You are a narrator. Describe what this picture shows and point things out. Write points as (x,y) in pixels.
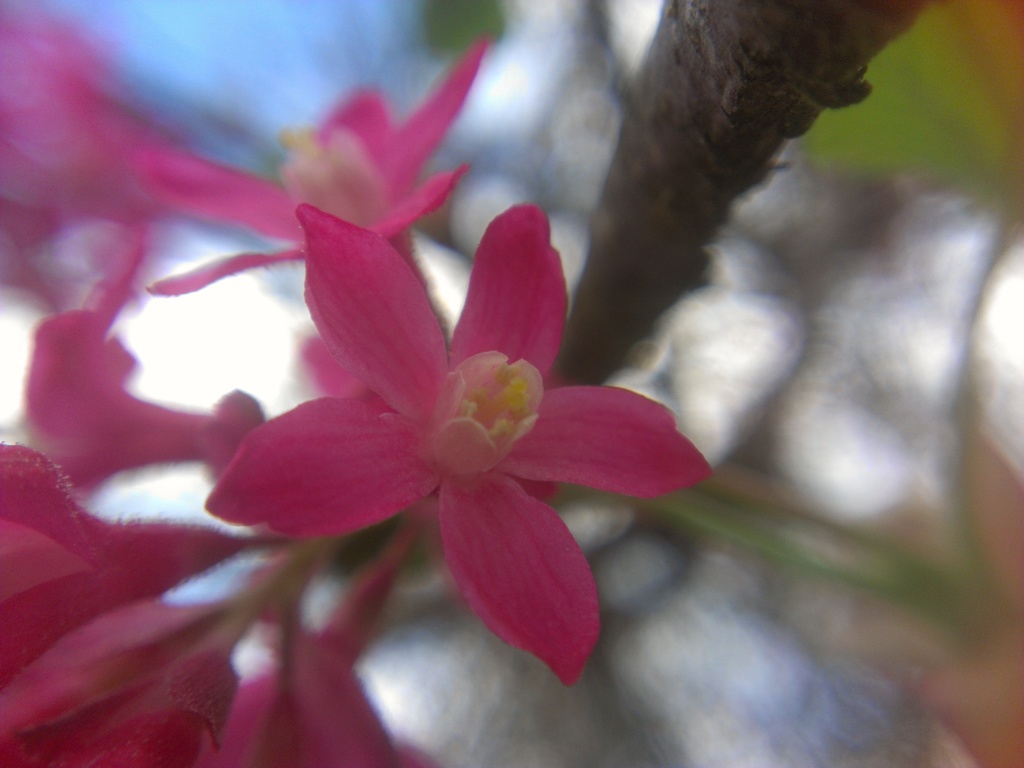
This image is taken outdoors. In this image there is a plant (652,318). On the left side of the image (338,497) there are a few flowers (172,637) which are pink in color.
